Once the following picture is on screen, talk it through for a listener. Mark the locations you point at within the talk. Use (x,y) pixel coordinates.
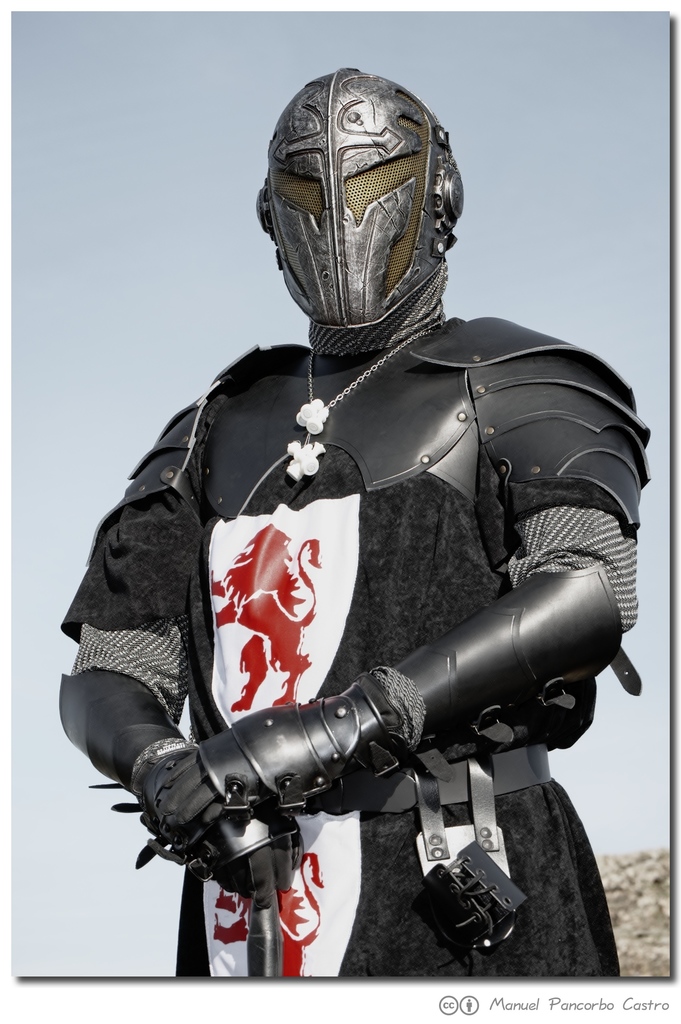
In this image I can see a person (338,697) wearing black color costume (420,591) and mask (390,206) to the head (351,243). In the background (163,69), I can see the sky (159,90).
